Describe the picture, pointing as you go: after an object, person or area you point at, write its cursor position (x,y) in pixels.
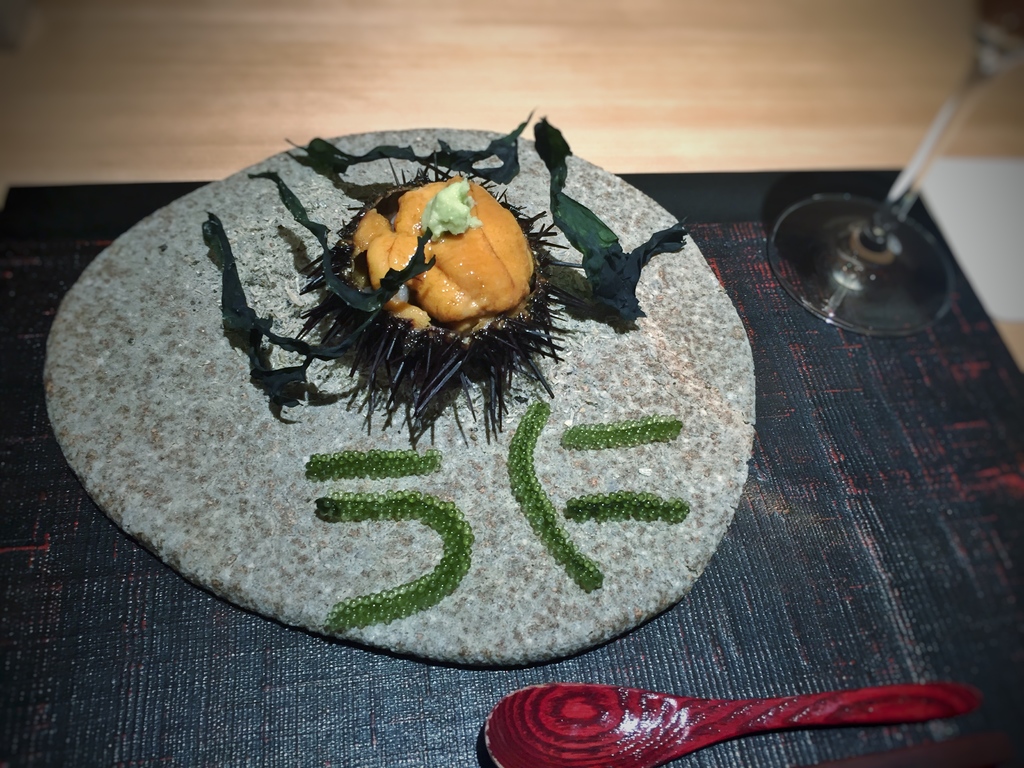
In this image there is a table (480,51) we can see a glass (810,249), spoon (705,705), tray (645,389), food (398,463) and a mat (142,669) placed on the table (105,130).
